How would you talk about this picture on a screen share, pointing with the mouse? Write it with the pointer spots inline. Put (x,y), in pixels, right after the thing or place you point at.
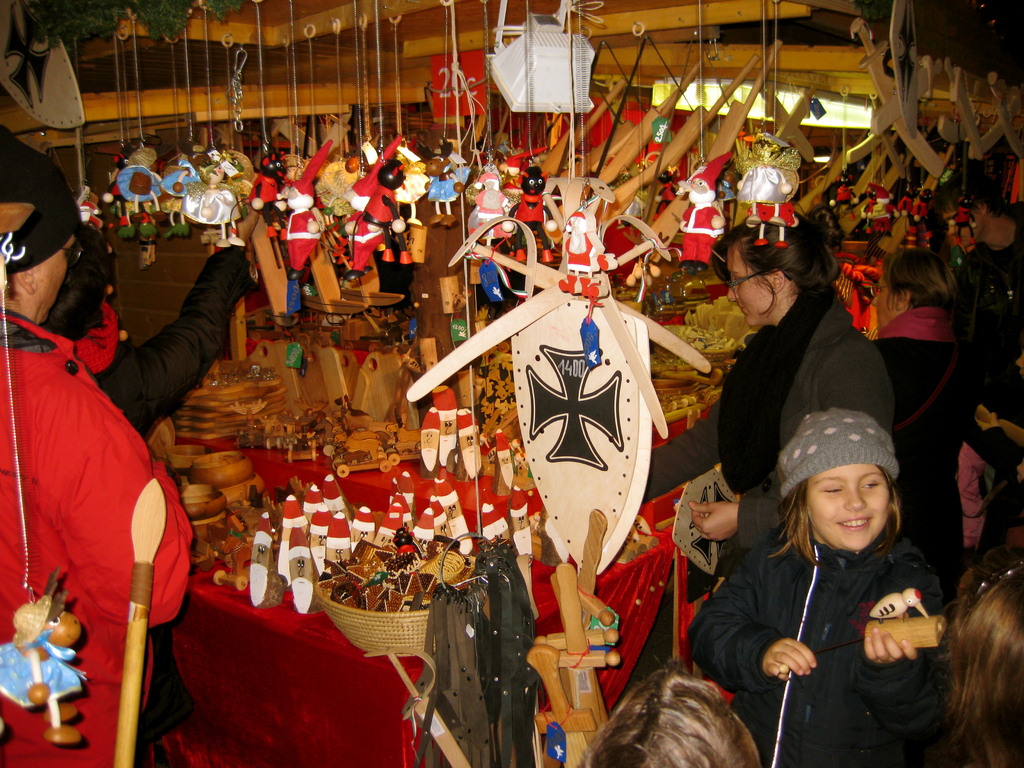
In this image I can see number of persons (775,584) are standing, red colored table (268,621) and number of wooden objects (296,448) on the table (321,469). I can see a wooden basket (409,619) with few objects (402,557) in it. I can see number of toys (309,216) are hanged to the top (318,179).
